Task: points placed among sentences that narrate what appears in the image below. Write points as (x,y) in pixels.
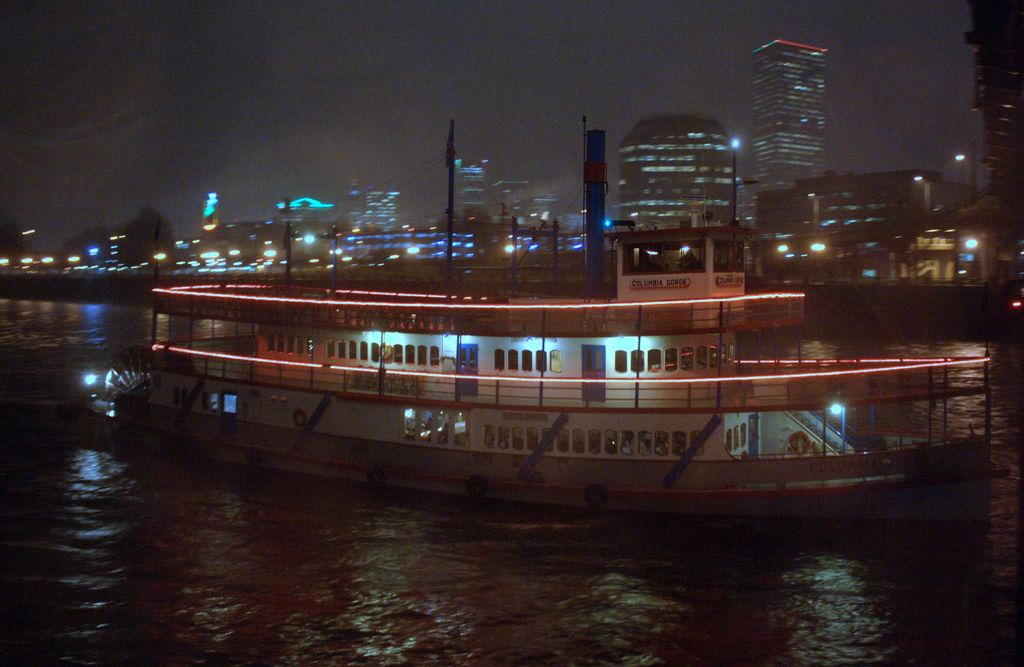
In this image we can see ship (317,429) on the water (423,535), electric lights (650,251), poles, towers (361,208), buildings (467,207), bridge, skyscraper (770,169), street lights (736,195), trees (141,230) and sky (273,138).
